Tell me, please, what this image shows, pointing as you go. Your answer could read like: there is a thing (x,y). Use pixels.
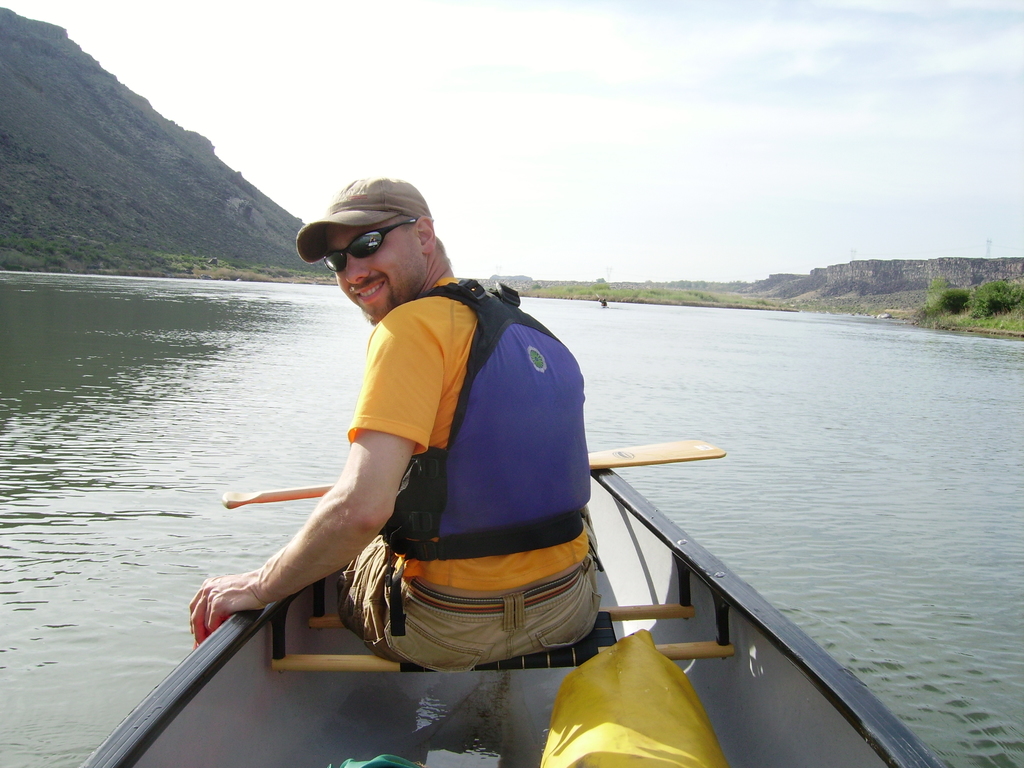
A man (461,402) is sitting in the boat (605,469), this is water (719,427) and a sky (729,115).
